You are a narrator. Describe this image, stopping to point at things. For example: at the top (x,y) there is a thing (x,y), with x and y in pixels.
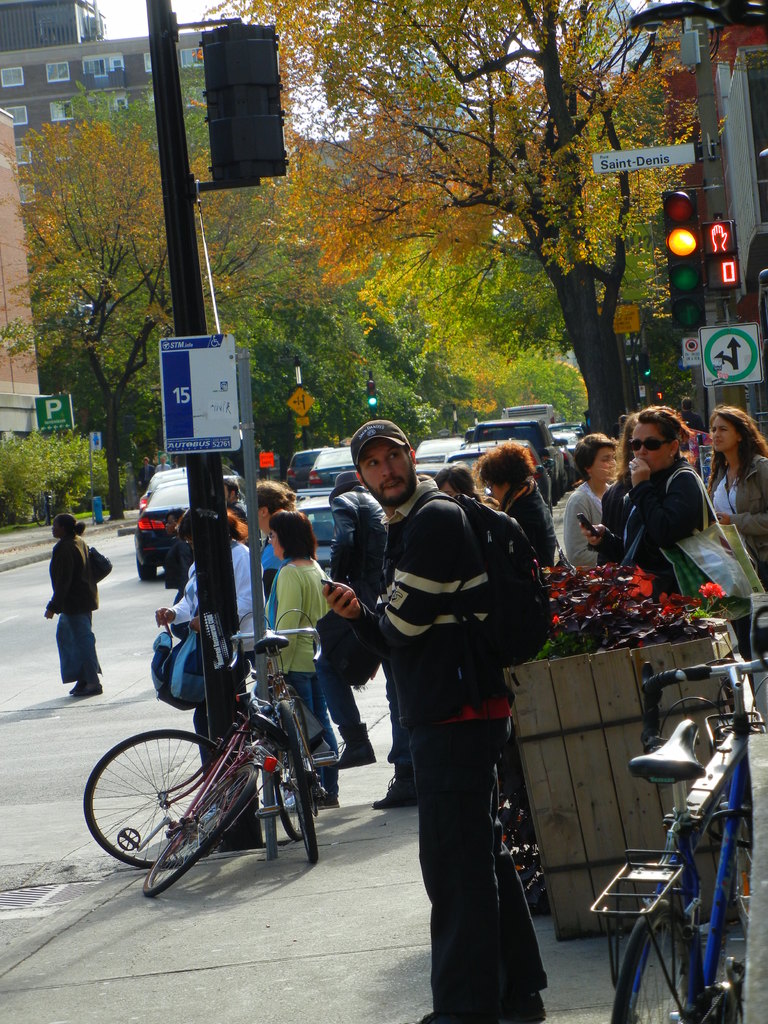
In this image we can see a group of persons (612,461) and vehicles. Beside the persons (290,651) we can see a pole (233,702) with a board (186,378) and a few bicycles (257,765). On the right side (592,736) there are few plants (622,578) in a box (607,758) and a bicycle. Behind the persons (387,467) we can see a group of trees (380,300), plants (21,492), buildings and poles (721,304) with a traffic lights (650,360) and traffic signs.
